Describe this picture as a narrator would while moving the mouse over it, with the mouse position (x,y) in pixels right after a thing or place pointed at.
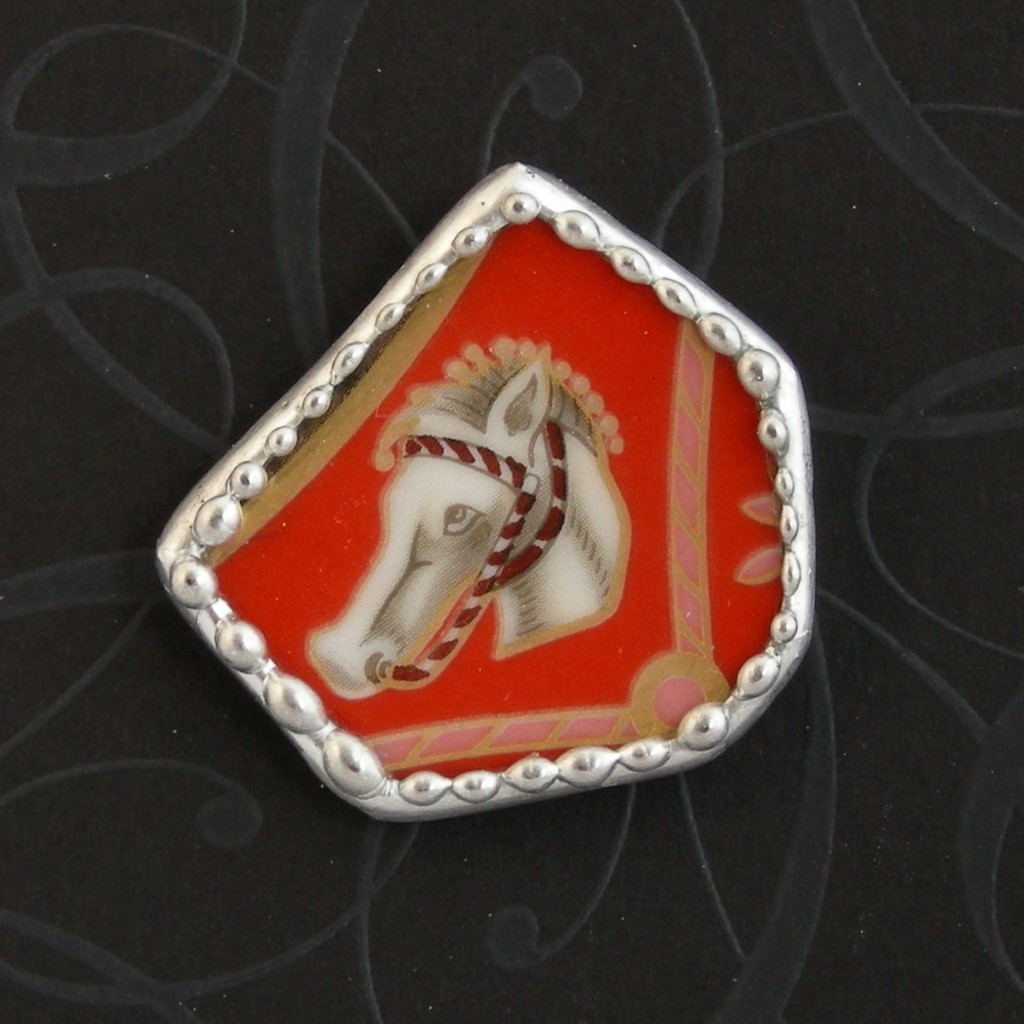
In this image we can see the badge (447,434) with a depiction of the horse (458,563) and the background of the image (788,84) is black in color.
